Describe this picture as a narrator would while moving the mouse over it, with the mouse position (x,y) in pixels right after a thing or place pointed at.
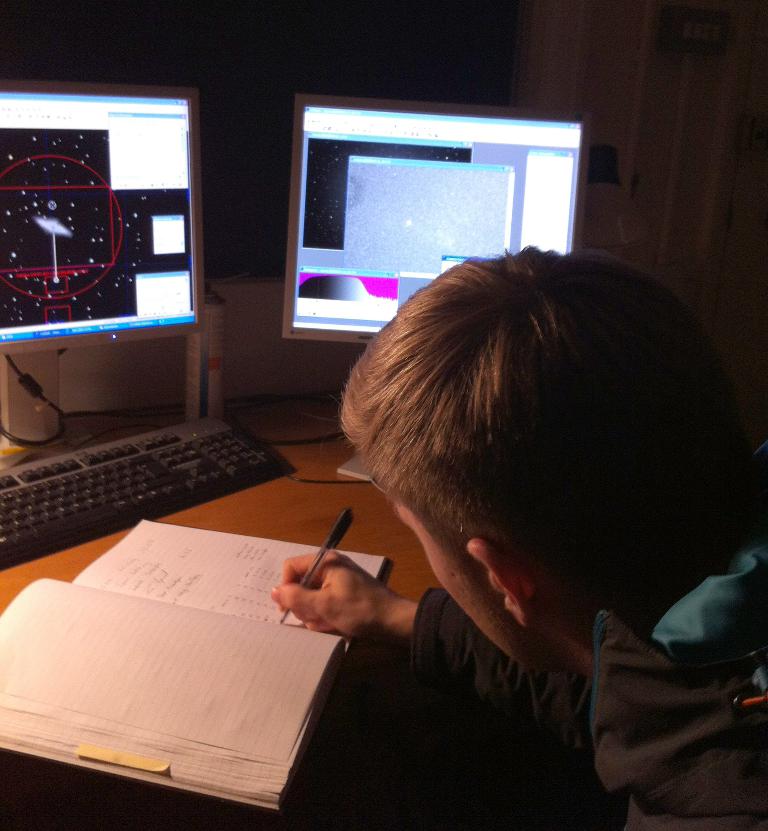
In this image, we can see a person (549,484) wearing clothes (569,695) and holding a pen (337,536) with his hand (333,600). This person (459,616) is writing something in a notebook (222,674). There is a table (275,501) in the middle of the image (297,295) contains monitors (312,229), bottle (210,368) and keyboard (126,463).
